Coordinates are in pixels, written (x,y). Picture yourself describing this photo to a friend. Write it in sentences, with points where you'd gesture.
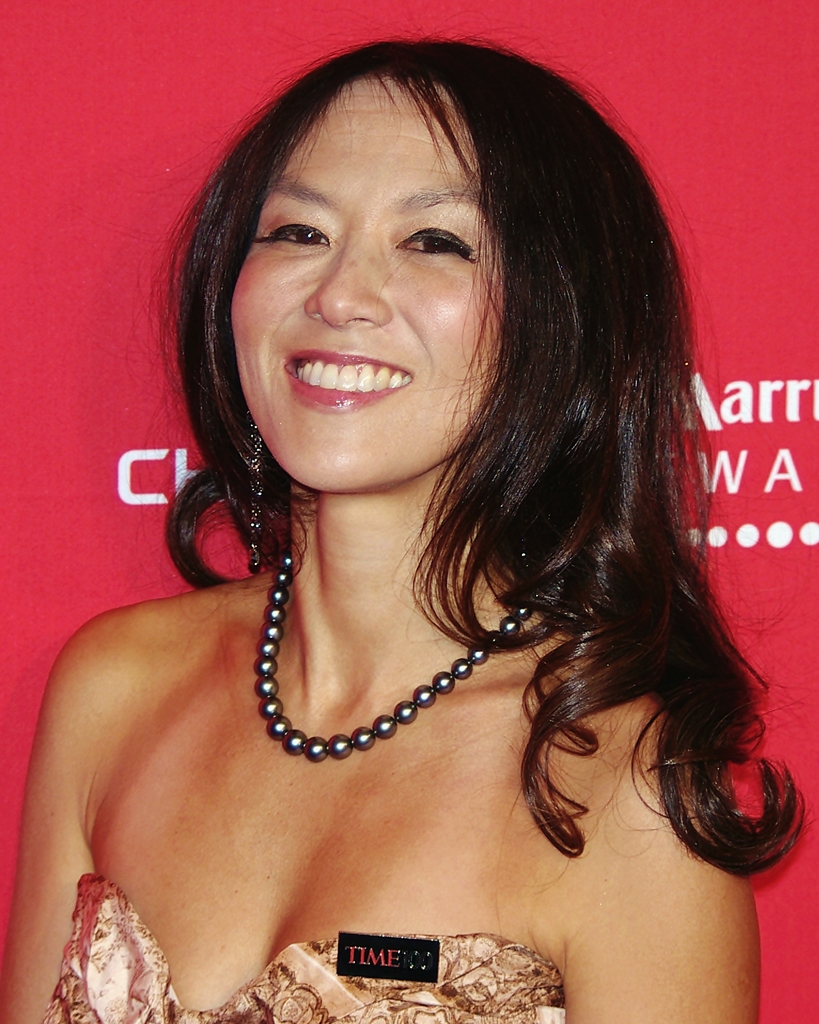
In this image we can see a person (386,681) and behind the person (449,527) it looks like a banner (96,480) with text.
